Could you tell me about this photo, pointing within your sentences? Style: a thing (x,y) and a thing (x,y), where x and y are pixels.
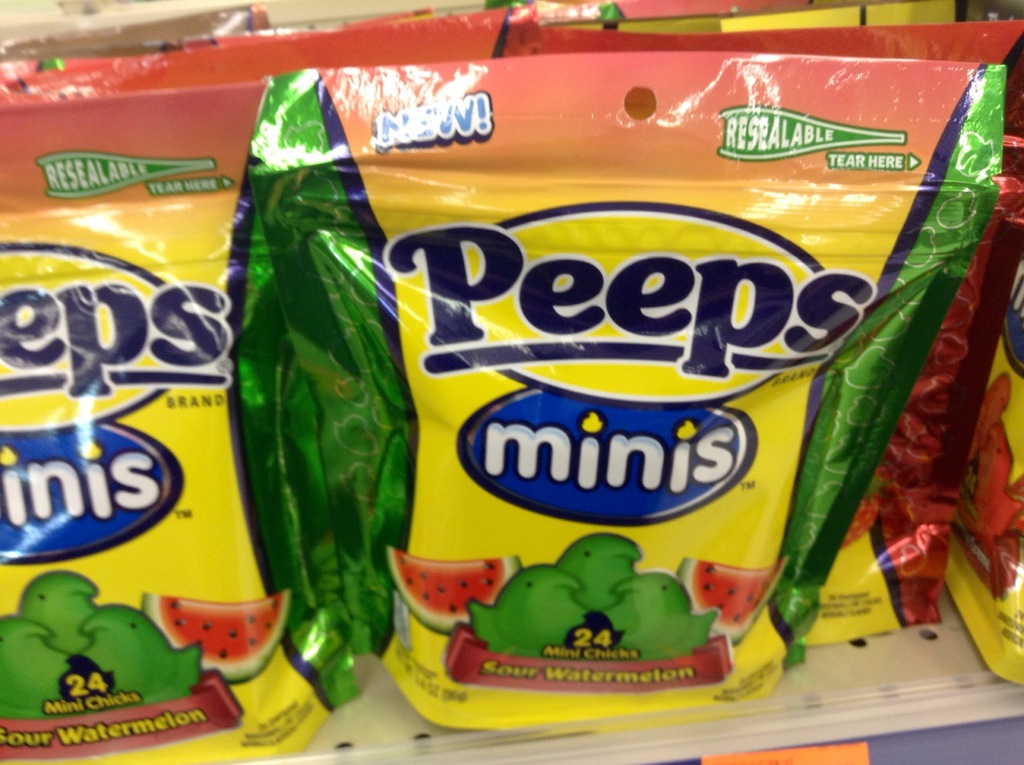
In this picture I can see there are few candy packets (426,439) arranged and there is something written on it and there are in yellow, green and orange color.
